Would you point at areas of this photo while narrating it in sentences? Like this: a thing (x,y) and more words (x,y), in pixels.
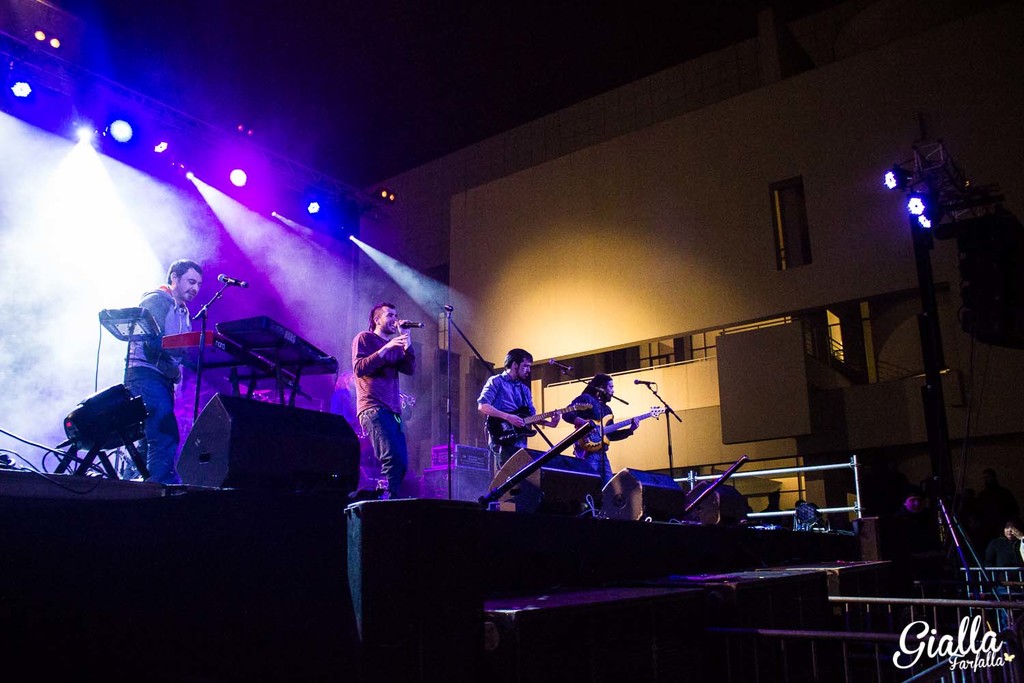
in this image and many instruments (280,376) are there on the stage (489,627) and the back ground (782,339) is very dark they could be 4 people (489,389) they are playing the guitar (492,434) and some instruments (263,335) and singing the song on the stage (554,558).
